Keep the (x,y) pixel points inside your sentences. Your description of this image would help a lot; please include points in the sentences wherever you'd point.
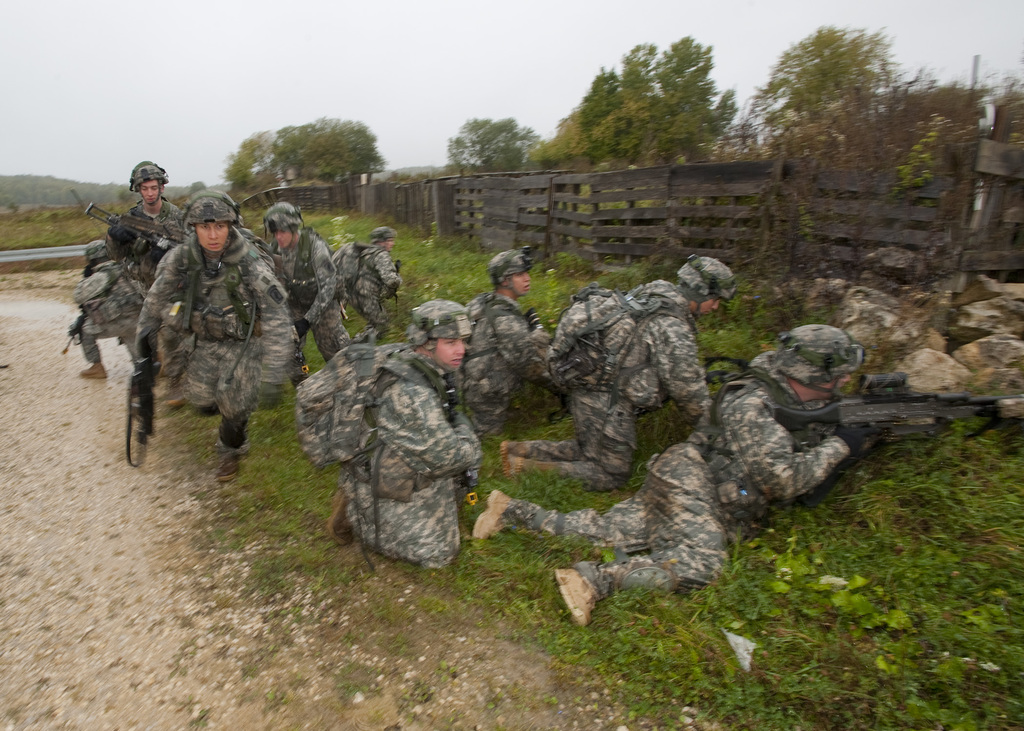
In this image we can see a group of people (484,533). In that some are holding the guns (927,405). We can also see some plants (791,517), grass (807,522), stones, a fence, a group of trees (520,162) and the sky (207,91) which looks cloudy.
